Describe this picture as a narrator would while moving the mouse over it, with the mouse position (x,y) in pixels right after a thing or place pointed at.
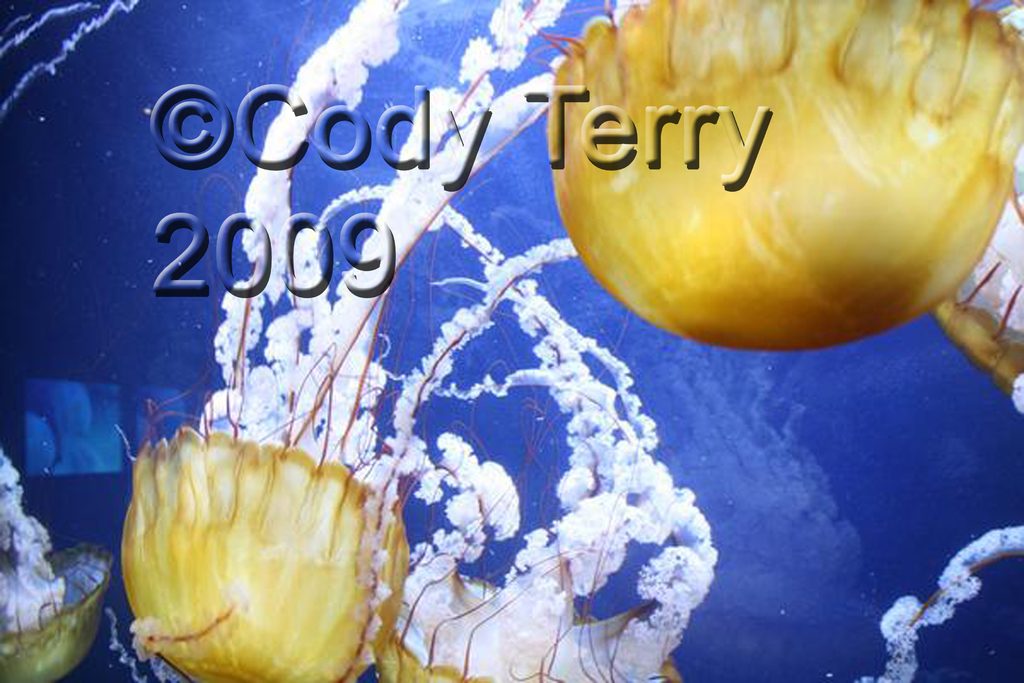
This is a picture of the jellyfish (398,427). At the bottom of the picture (218,625), we see a yellow color jellyfish (246,590). In the background (547,382), it is in white and blue color. We see some text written on top of this picture (349,222).
